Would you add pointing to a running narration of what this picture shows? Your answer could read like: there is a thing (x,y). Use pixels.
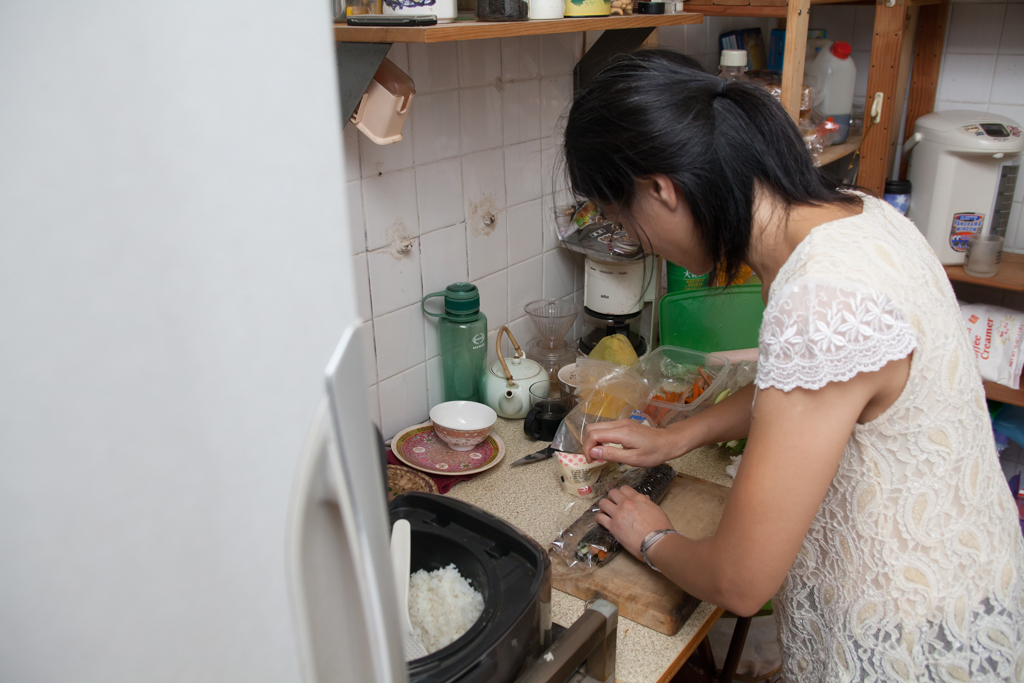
This picture is an inside view of a kitchen (541,196). At the bottom of the image (686,652) we can see a table (676,634). On the table (569,609) we can see a container (547,612) which consists rice (442,573) with spatula (404,577) and also we can see a bowl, plate (481,466), bottle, jar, mixer (633,317), glass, vessels (656,389) and some other objects (558,327). In the background of the image (411,324) we can see the shelves (625,16), wall (542,106), glasses (988,252), bottles (842,56) and some other objects (957,195). On the left side of the image (234,457) we can see a refrigerator (251,368). On the right side of the image (886,434) we can see a lady (830,303) is standing and rolling a food (602,539).
